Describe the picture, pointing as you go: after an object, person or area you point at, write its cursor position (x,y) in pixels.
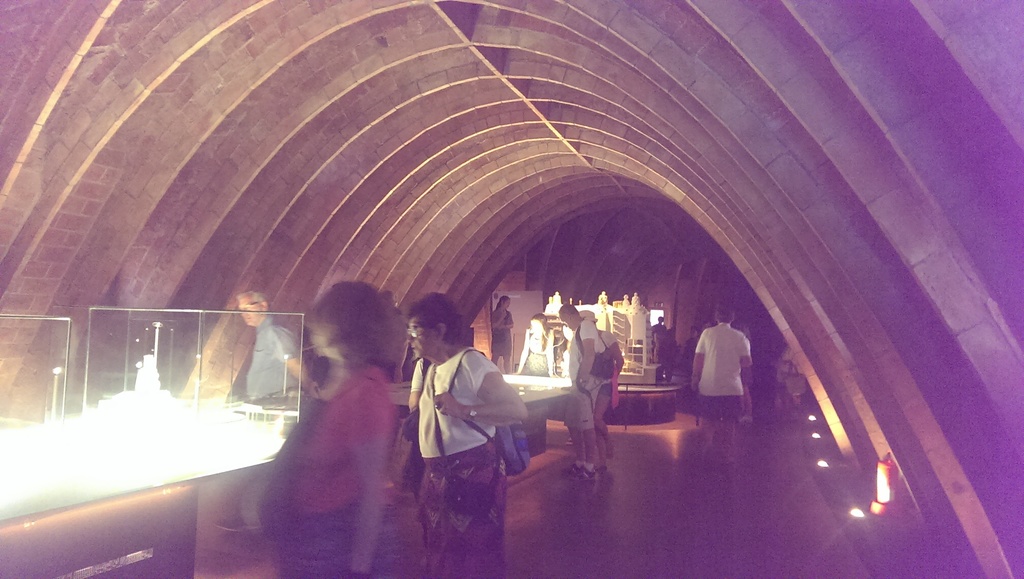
In this picture I can see few people (571,404) Standing and watching and i can see glass boxes (90,366) and a toy house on the back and few lights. Picture might be taken in a museum (554,371).
